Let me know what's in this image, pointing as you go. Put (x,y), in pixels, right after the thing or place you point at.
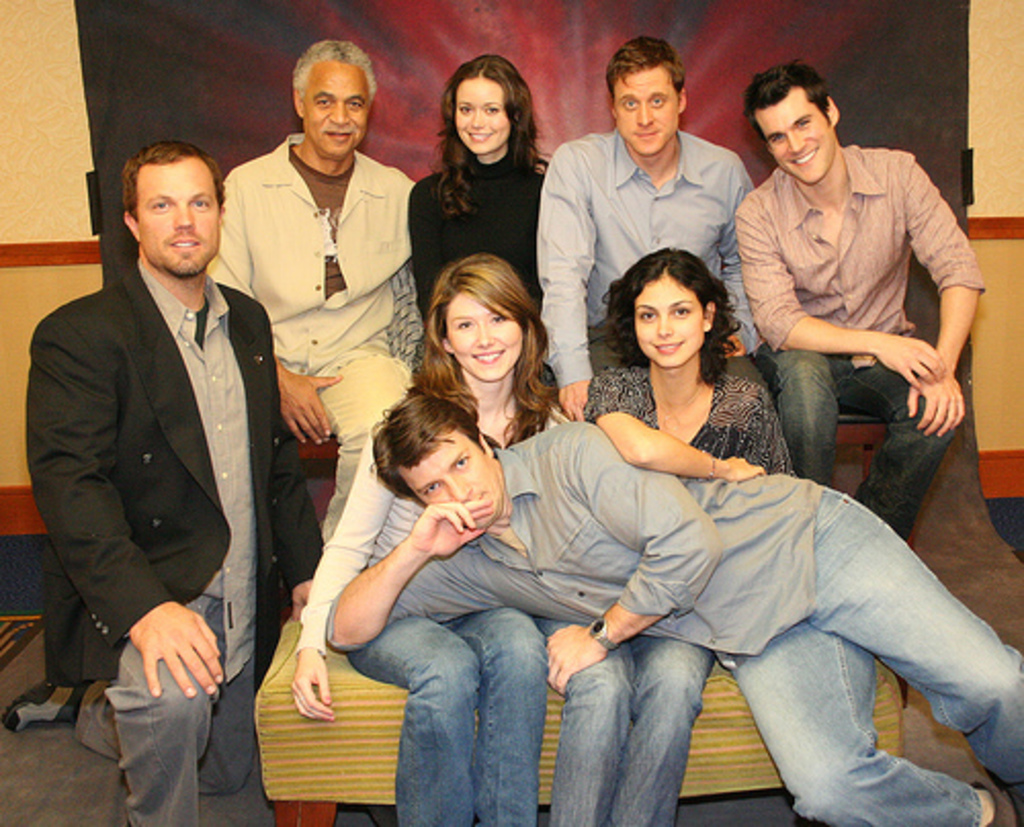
In this image there are two people (679,691) sitting on the couch (298,776) and there is a person (734,505) lying on them. Behind them there are a few other people (267,313) wearing a smile on their faces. In the background of the image (755,143) there is a banner (967,68). There is a wall (82,144). At the bottom of the image (71,785) there is a mat (63,797) on the floor (102,789).
